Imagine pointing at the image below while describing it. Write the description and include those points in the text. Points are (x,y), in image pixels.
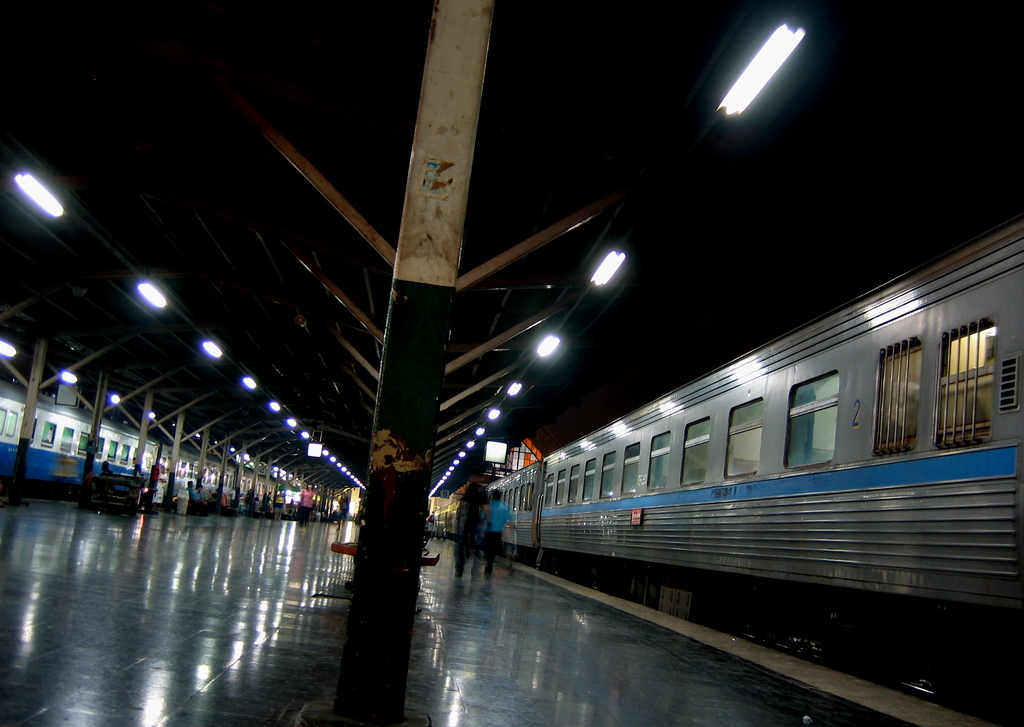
I think this picture was taken in the railway station (235,570). There are two trains (1,469). These are the tube lights (36,189). I can see few people (201,496) sitting and few people (342,499) standing. This is a platform (189,634).
